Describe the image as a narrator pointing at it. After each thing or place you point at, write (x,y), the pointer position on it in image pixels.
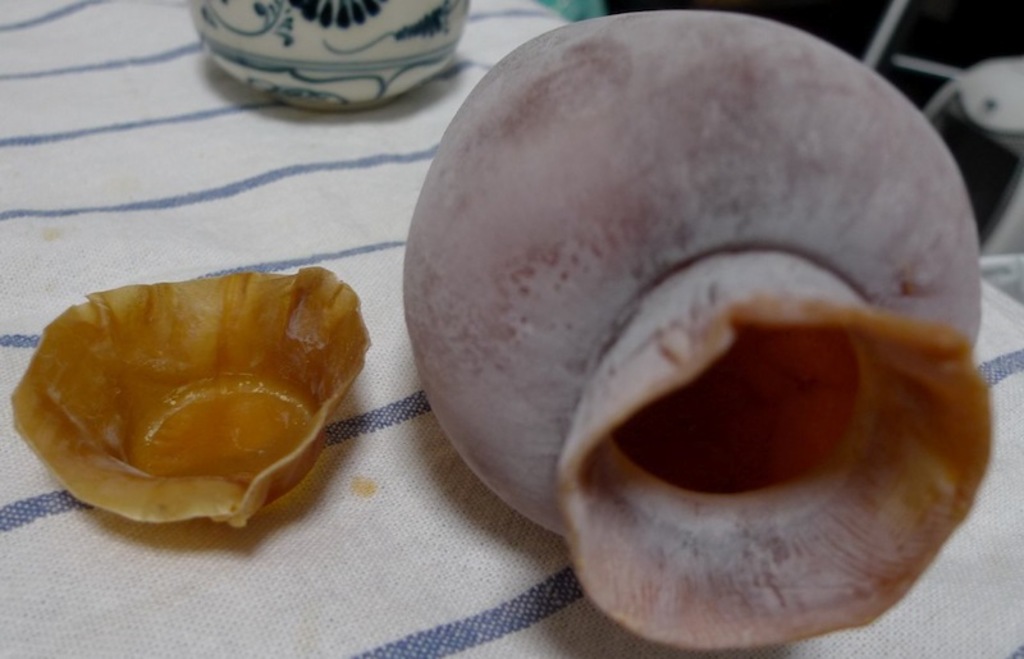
In this image there is a pot (677,88) on the right side (802,134). On the left side (177,307) there is a paper cup (185,396). Both of these are on the cloth (364,546). In the background (342,67) there is a jar (372,38).
